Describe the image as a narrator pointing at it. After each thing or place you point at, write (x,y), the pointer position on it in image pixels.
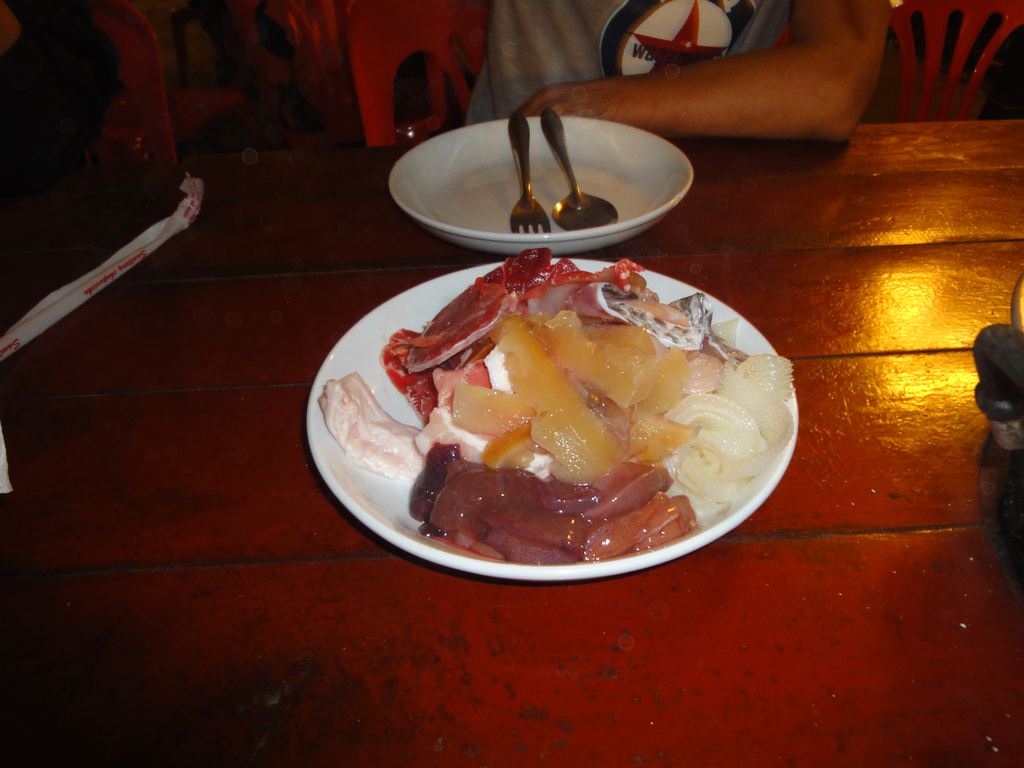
In this image I can see few food items (532,496) in the plate (752,498) and the plate (708,525) is on the table (750,603). In the background (597,215) I can see the spoon (566,211) and the fork (529,209) and they are in the bowl (475,232) and I can also see the person (751,62).
